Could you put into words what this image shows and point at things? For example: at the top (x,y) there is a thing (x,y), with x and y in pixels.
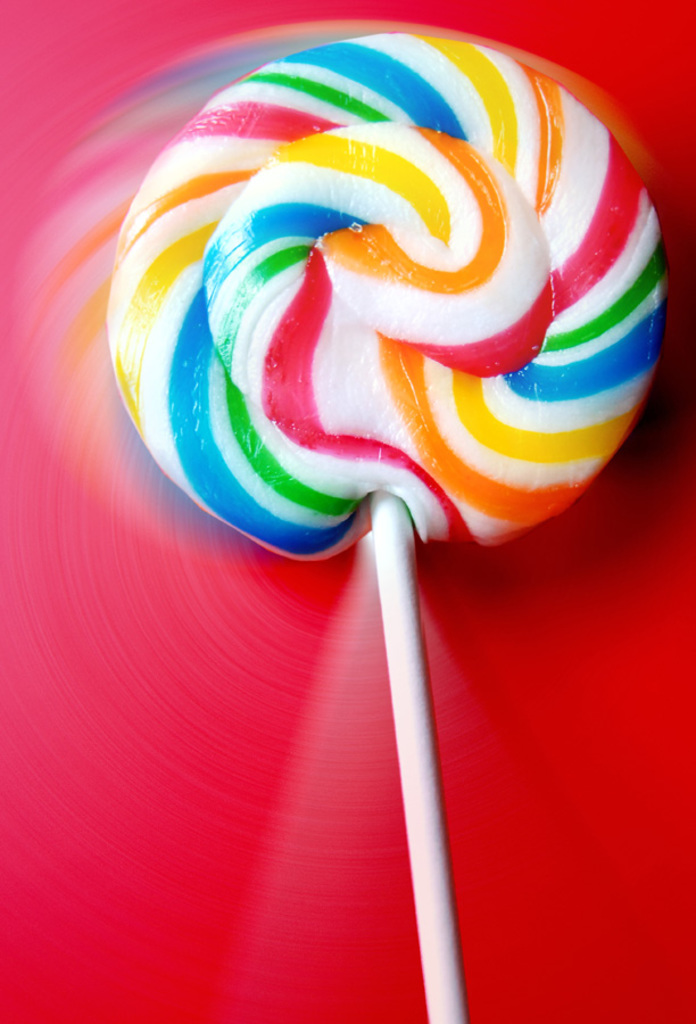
In this picture I can see a candy (417,372) with different colors.
